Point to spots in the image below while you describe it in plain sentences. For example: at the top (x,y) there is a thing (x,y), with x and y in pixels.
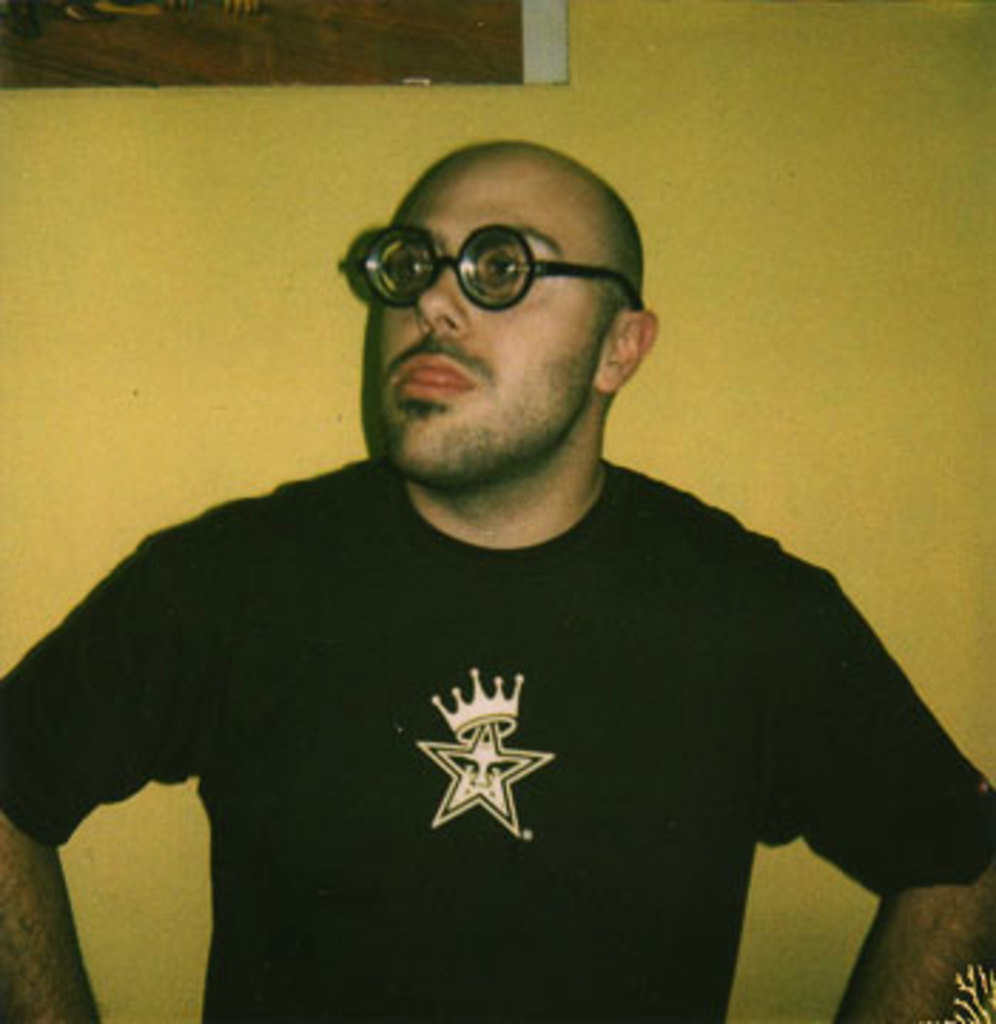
Here I can see a man (453,596) wearing a black color t-shirt (382,583), spectacles (391,296), standing and looking at the left side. At the back of him there is a wall (846,294). At the top of the image (248,49) there is a wooden object (385,49) attached to the wall (670,151).
